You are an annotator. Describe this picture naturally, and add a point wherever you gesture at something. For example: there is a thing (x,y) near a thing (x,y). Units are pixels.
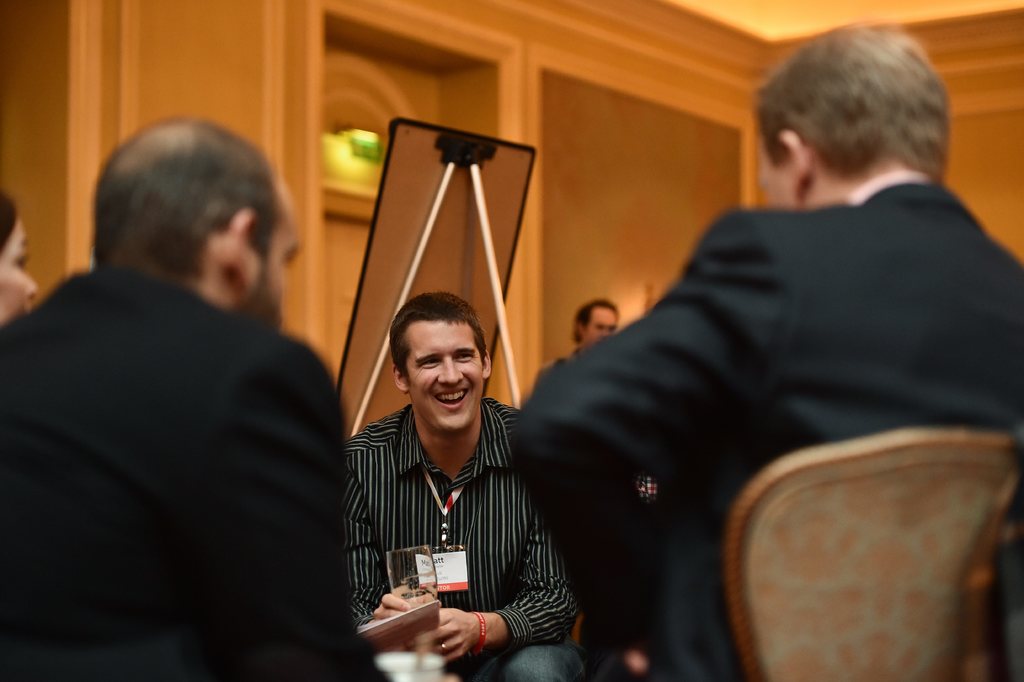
In the image we can see there are people (445,472) sitting on the chair (837,485) and there is a man (388,542) holding wine glass (414,586) in his hand (454,640). He is wearing id card (463,576) and behind there is a person (600,332) standing.
